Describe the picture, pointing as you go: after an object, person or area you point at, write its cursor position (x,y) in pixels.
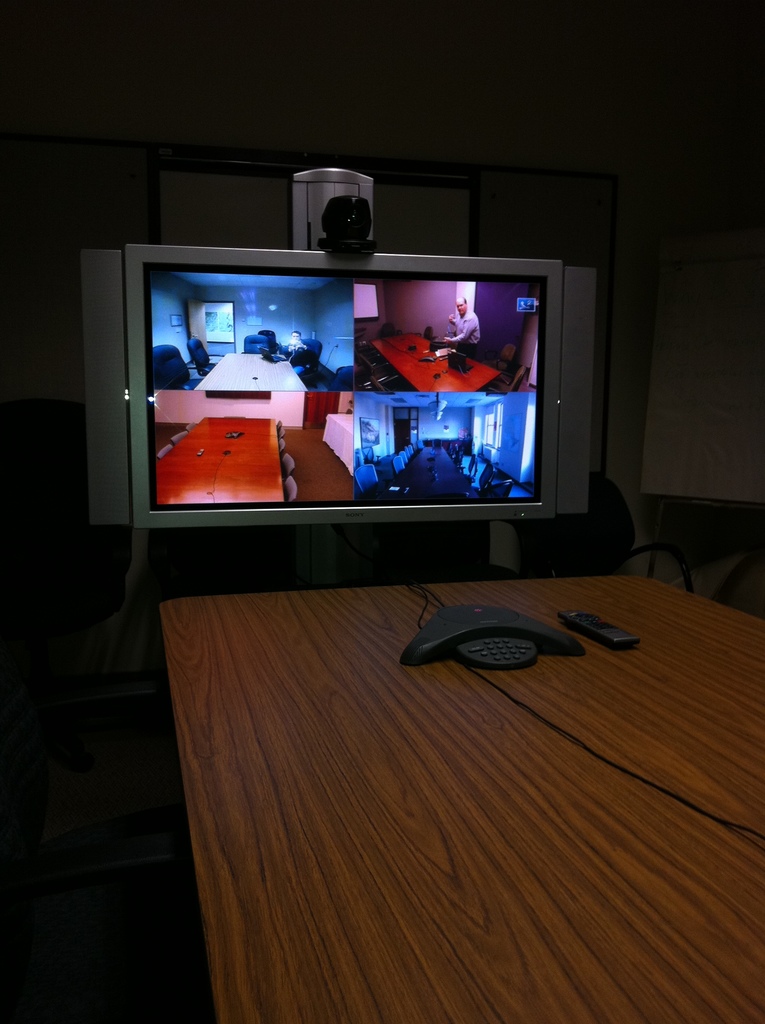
In this image I can see a screen (344,469), in the screen (296,497) I can see images (296,497), in front of the screen (299,501) I can see a table (365,762), on the table (371,736) I can see a remote (576,629) and cable wire (515,704) at the top (431,50) I can see the wall (406,94).
